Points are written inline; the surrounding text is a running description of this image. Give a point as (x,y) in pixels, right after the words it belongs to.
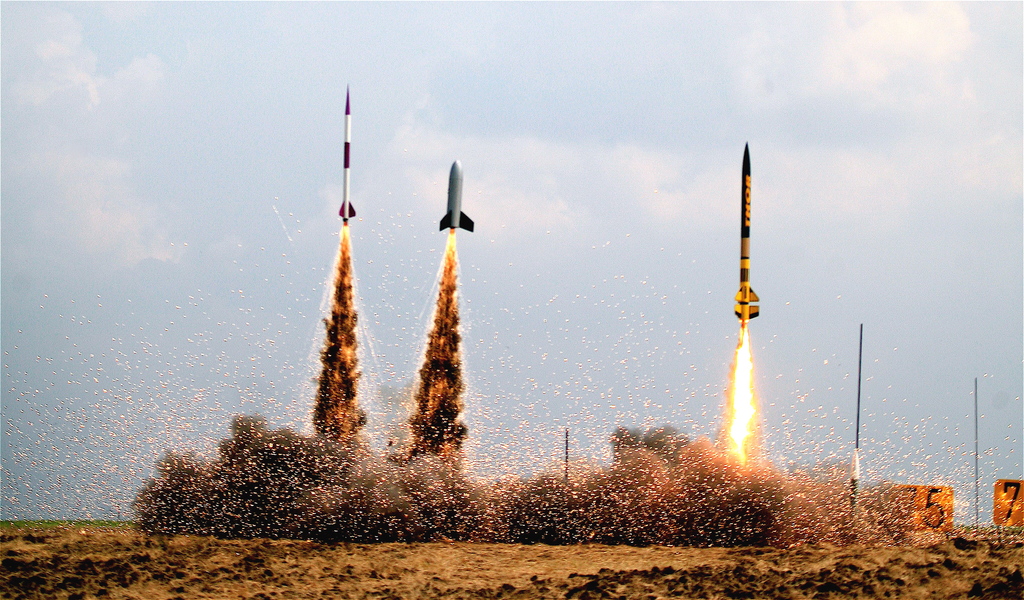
In this image there are three rockets (341,215) going to the air (367,231) by emitting smoke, fire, at the top (62,142) there is the sky (740,136), in the middle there are some poles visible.
